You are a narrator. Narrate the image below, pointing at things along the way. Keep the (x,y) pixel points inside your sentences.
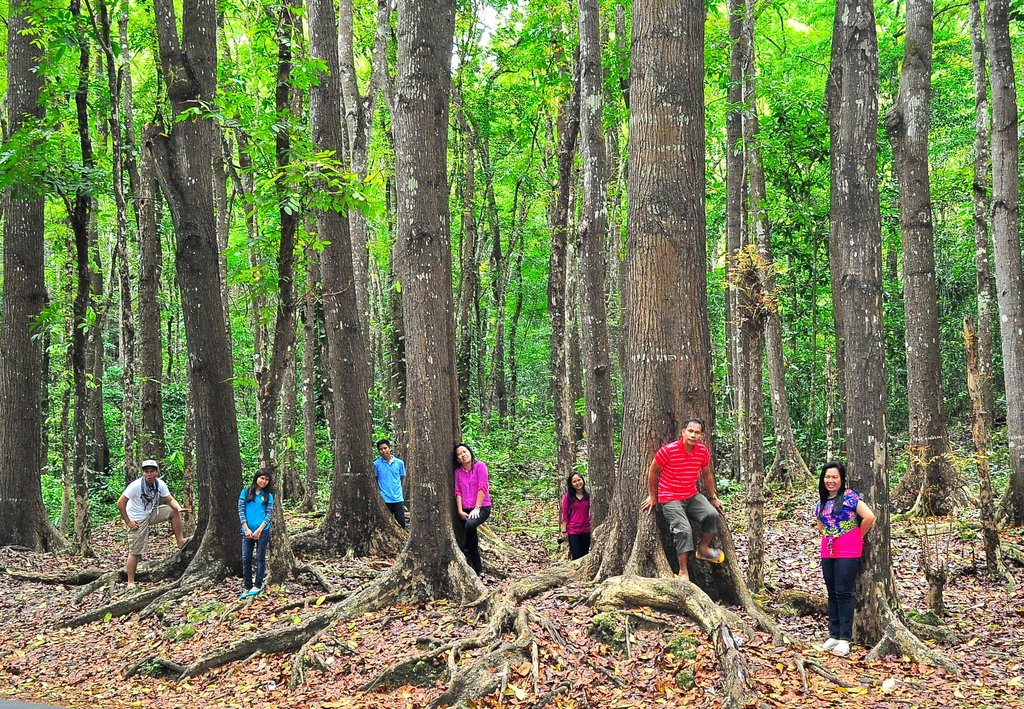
In the image we can see there are people (567,497) standing and wearing clothes (684,536). We can see there are trees (446,363), dry leaves (125,670) and a white sky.
